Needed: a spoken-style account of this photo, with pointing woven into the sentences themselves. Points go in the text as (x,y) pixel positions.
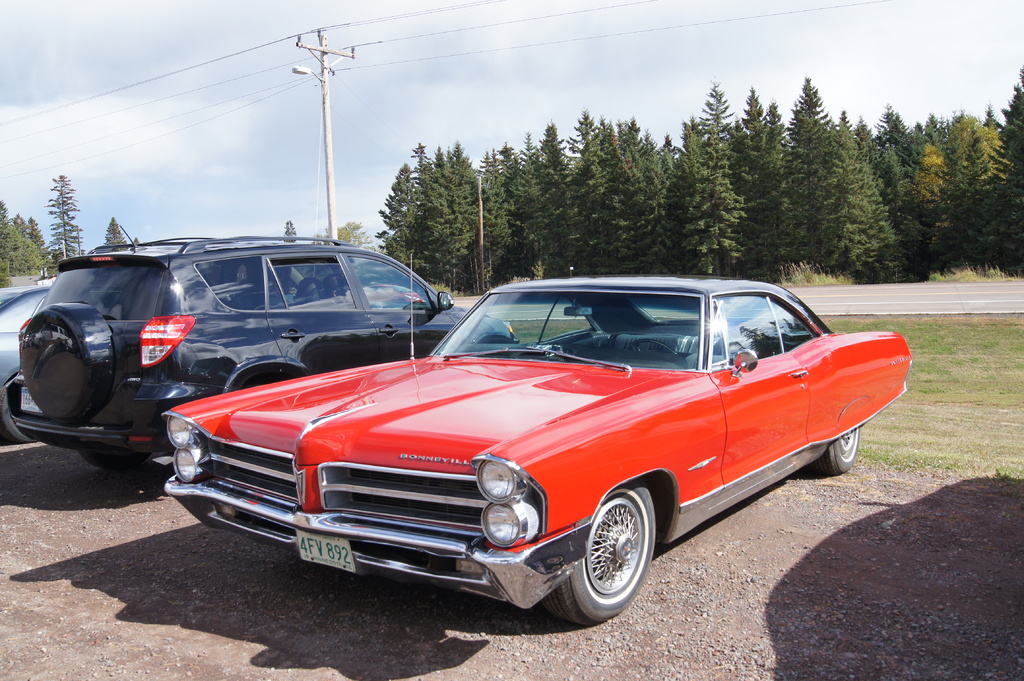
In this picture I can see there are three cars (408,317) parked here and in the backdrop (329,199) there is a electric pole (328,83) and there are cables (307,33) and there are trees (397,180) and the sky (211,145) is cloudy.
